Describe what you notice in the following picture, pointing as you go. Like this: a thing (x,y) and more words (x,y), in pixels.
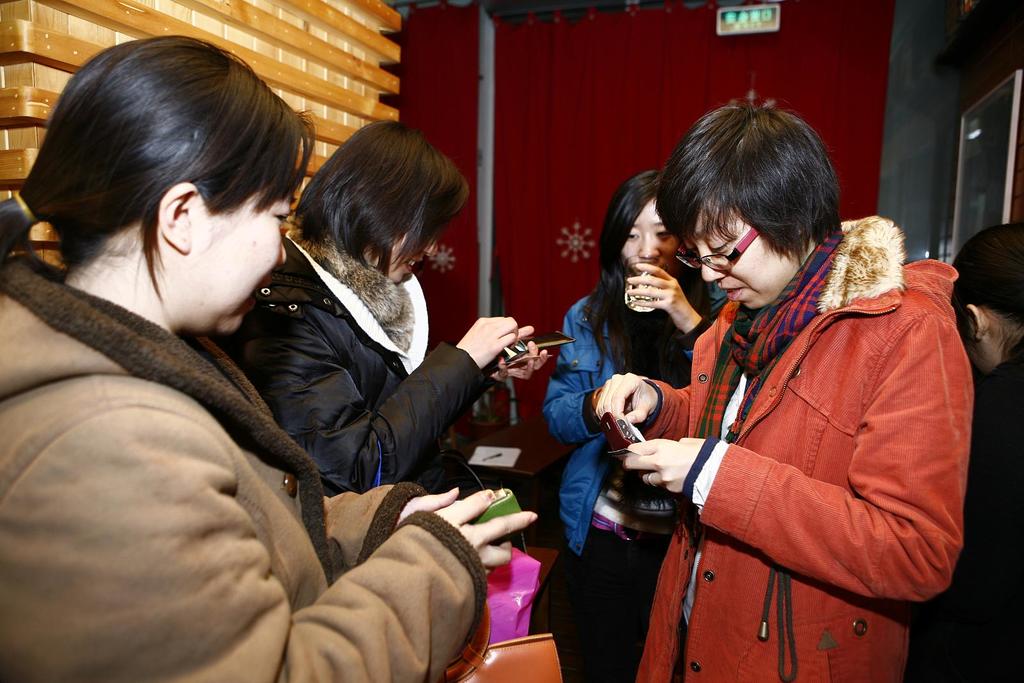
In this image we can see few people (656,460) and they are holding objects (459,668). In the background (917,56) we can see a board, wall (933,124), wooden object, glass (971,141), and a curtain (599,101).
